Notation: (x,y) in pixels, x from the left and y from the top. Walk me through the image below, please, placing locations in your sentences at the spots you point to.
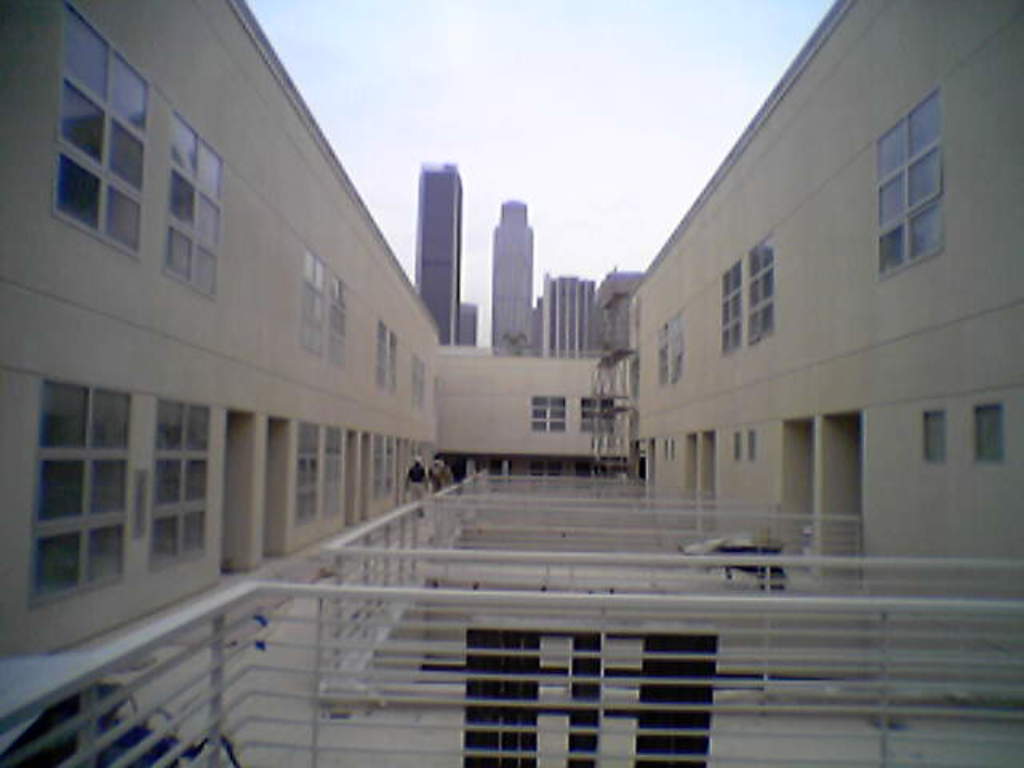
In this picture I can see buildings (525,459) and some people (421,485). In the background (545,133) I can see the sky (565,133). Here I can see white color fence (511,626).
